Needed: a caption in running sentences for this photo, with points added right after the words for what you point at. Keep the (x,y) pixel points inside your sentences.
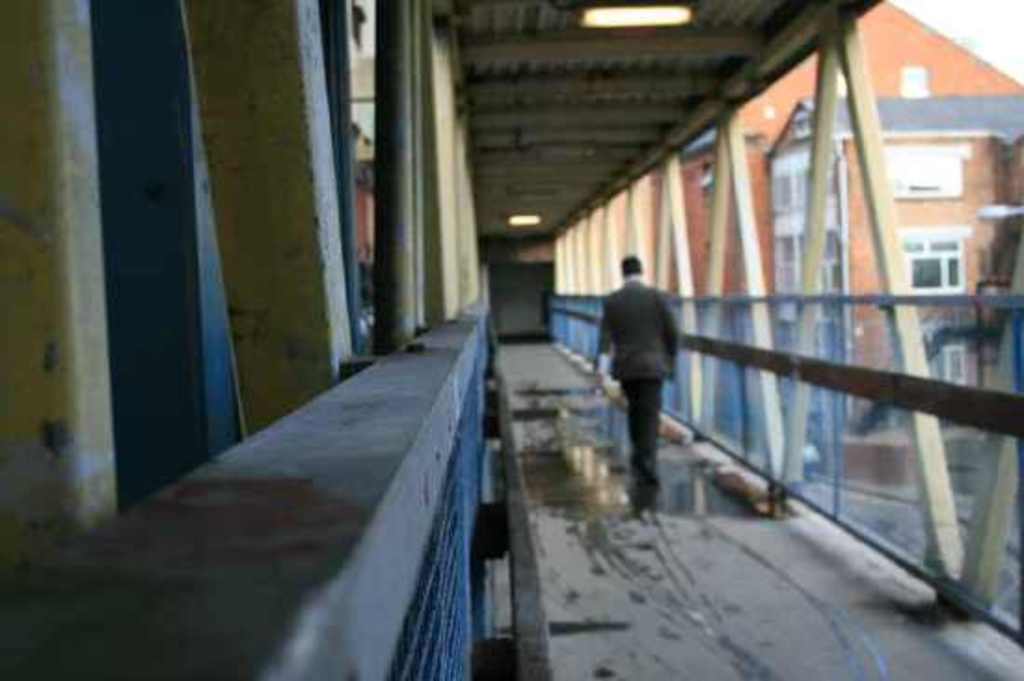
A man (656,385) is walking on the floor (625,437), this is the building (950,123).
